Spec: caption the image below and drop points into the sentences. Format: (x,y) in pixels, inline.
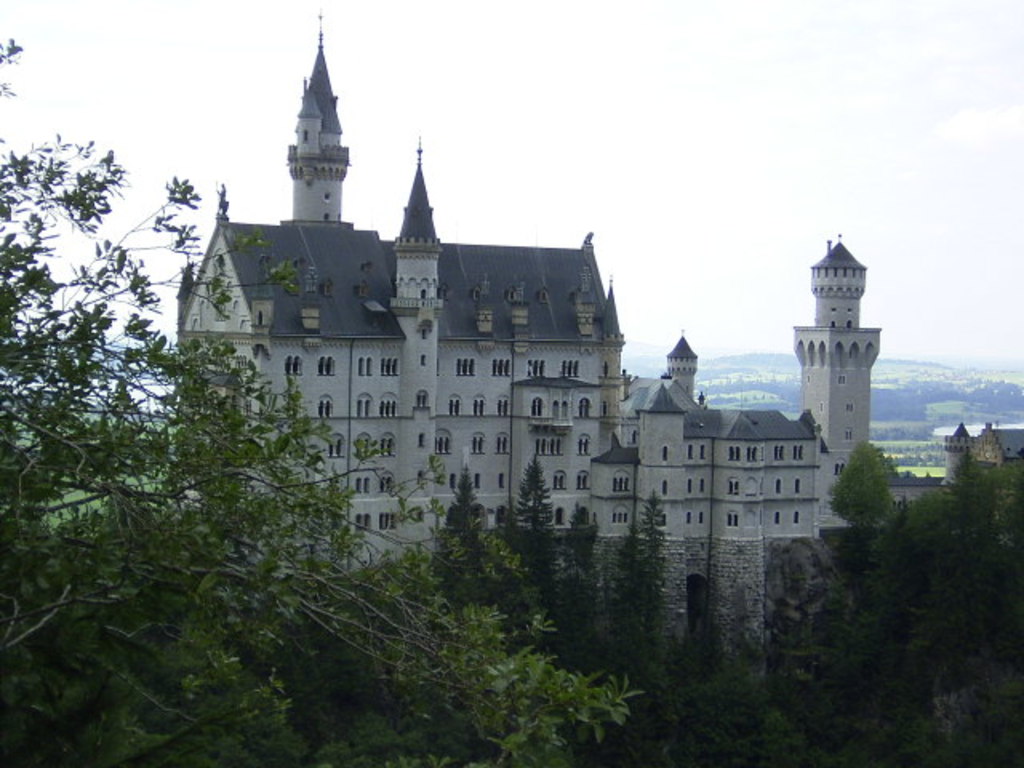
In the given image i can see a castle (598,425), trees (1020,727), plants (92,432), mountains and in the background (519,37) i can see the sky (589,119).
